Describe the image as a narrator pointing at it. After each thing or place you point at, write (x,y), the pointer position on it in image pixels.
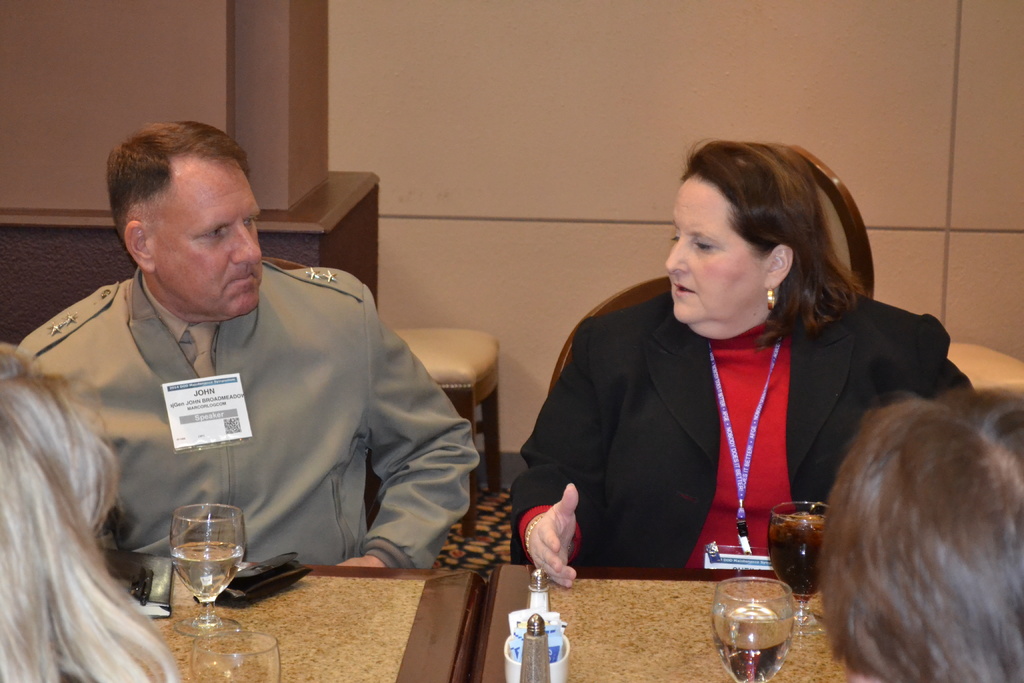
In the foreground of this image (604,331), there is a woman (626,384) and a man (304,486) sitting near a table (482,631) on which glasses (208,572), book (161,612), pen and a box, cups (569,658) on the table (620,652). On right (963,591) and left bottom corner, there is a head (981,614) of a person (954,629). On top (705,62), there is a wall (355,51) and stools (474,379).
